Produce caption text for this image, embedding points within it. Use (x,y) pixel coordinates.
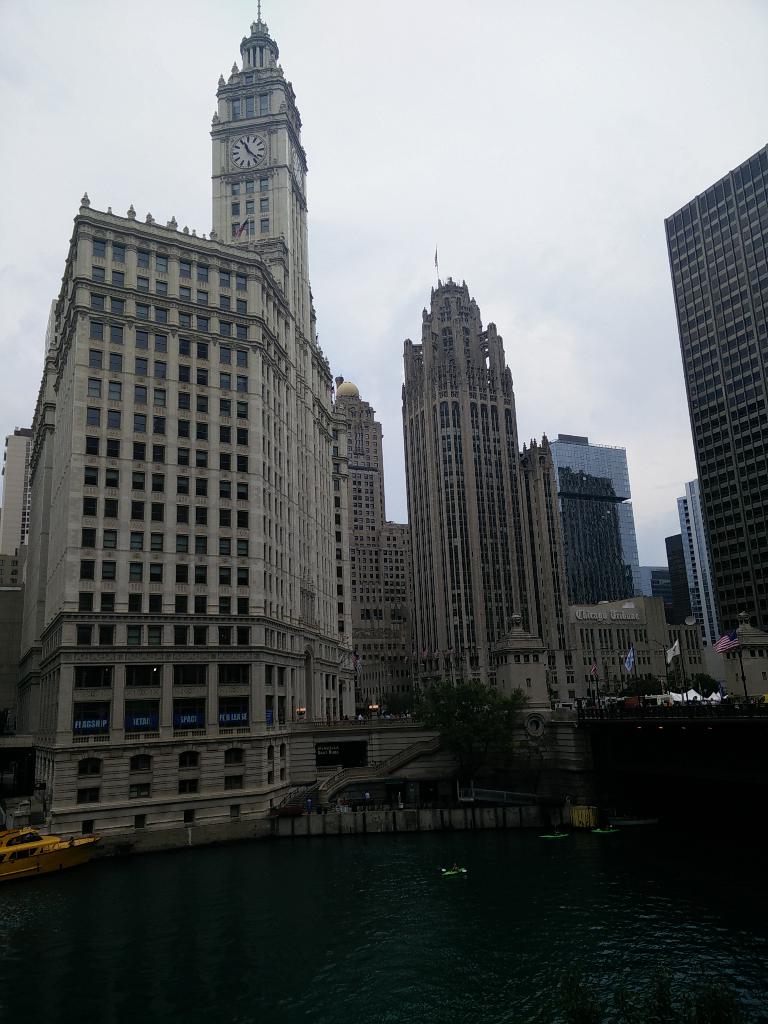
In this image I can see there are few buildings (296,312), there are windows (251,205), a tower (244,132) with clock (251,149) and there is a river (354,919), there is a boat (74,841) on the water (428,914) at left side (57,857) and the sky (484,95) is cloudy.
